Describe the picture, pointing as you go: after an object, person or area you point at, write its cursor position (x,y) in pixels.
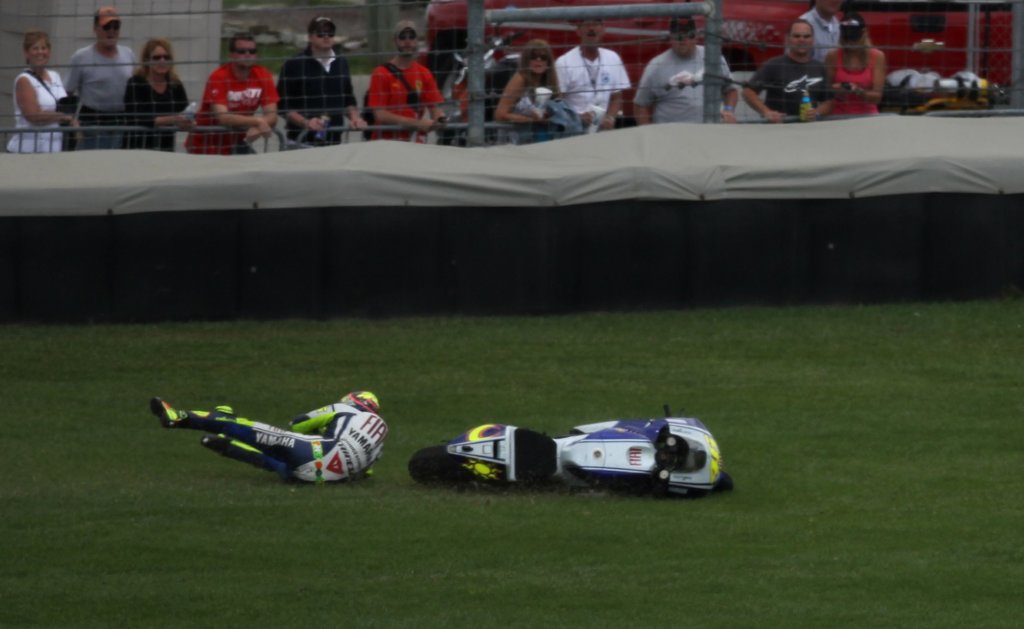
Here we can see a person (330,456) and a bike (595,423) on the ground (761,520). This is cloth (374,201) and there is a fence (1015,81). Here we can see few persons (522,102).
